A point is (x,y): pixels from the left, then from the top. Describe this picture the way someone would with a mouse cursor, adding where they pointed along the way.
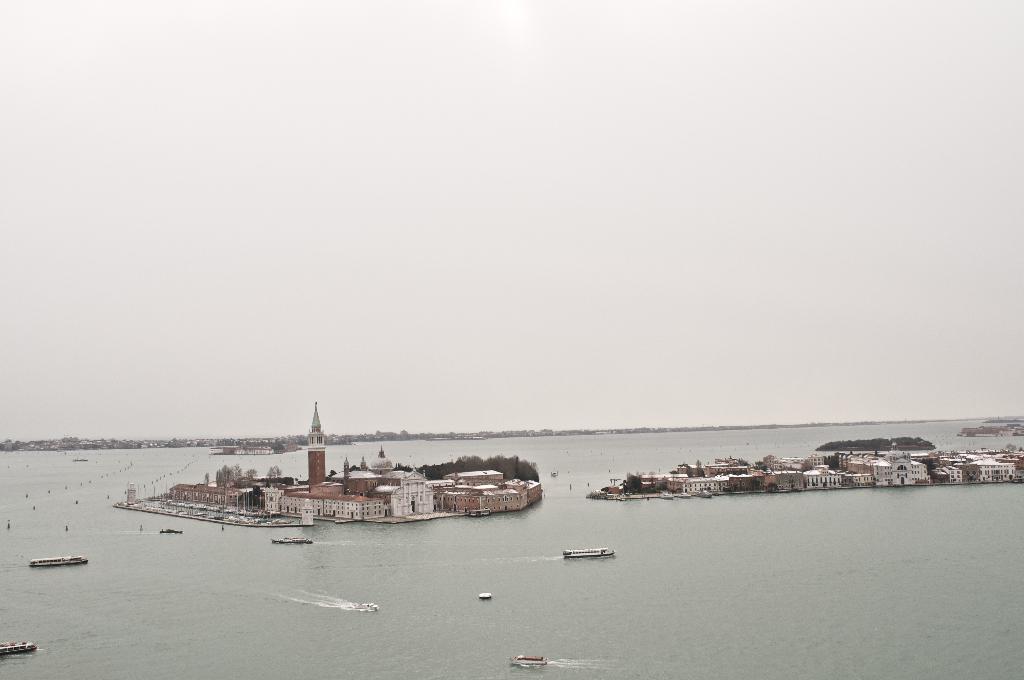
In this image I can see few boats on the water (410,561). To the side of these boats (362,606) I can see many buildings (407,493) and trees (470,468). I can also see few more buildings (275,438) and sky (489,191) in the back (489,191).
